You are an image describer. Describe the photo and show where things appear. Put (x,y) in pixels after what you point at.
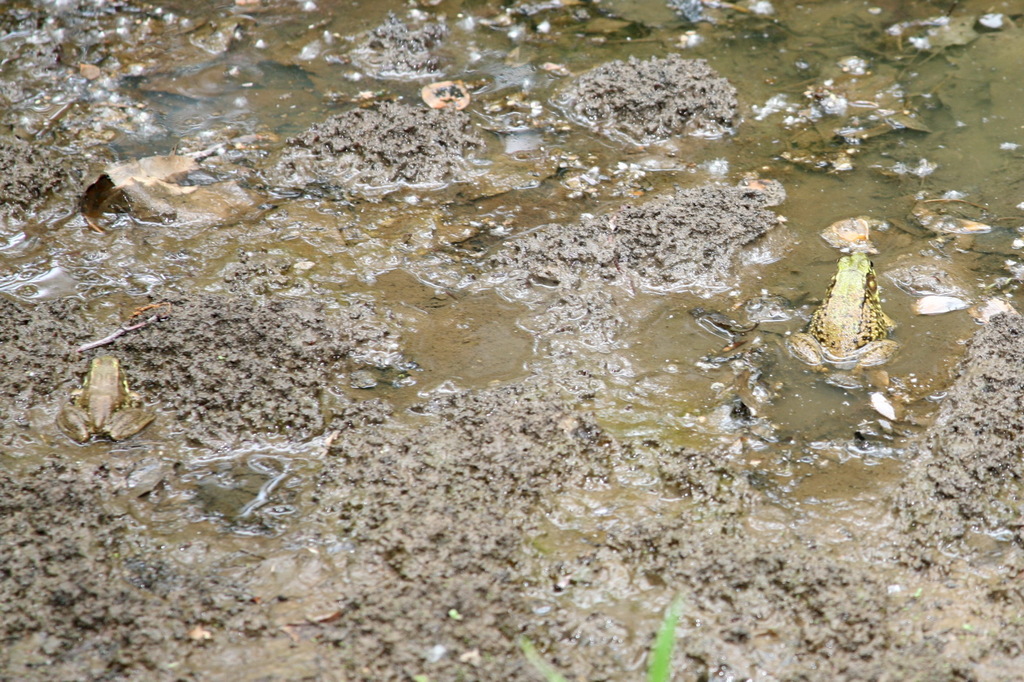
In the foreground of this picture (490,493), there are two frogs (850,313) on the mud (390,550). This image also includes mud (392,564), water (294,111) and two leafs (658,657) on the bottom (639,645).
